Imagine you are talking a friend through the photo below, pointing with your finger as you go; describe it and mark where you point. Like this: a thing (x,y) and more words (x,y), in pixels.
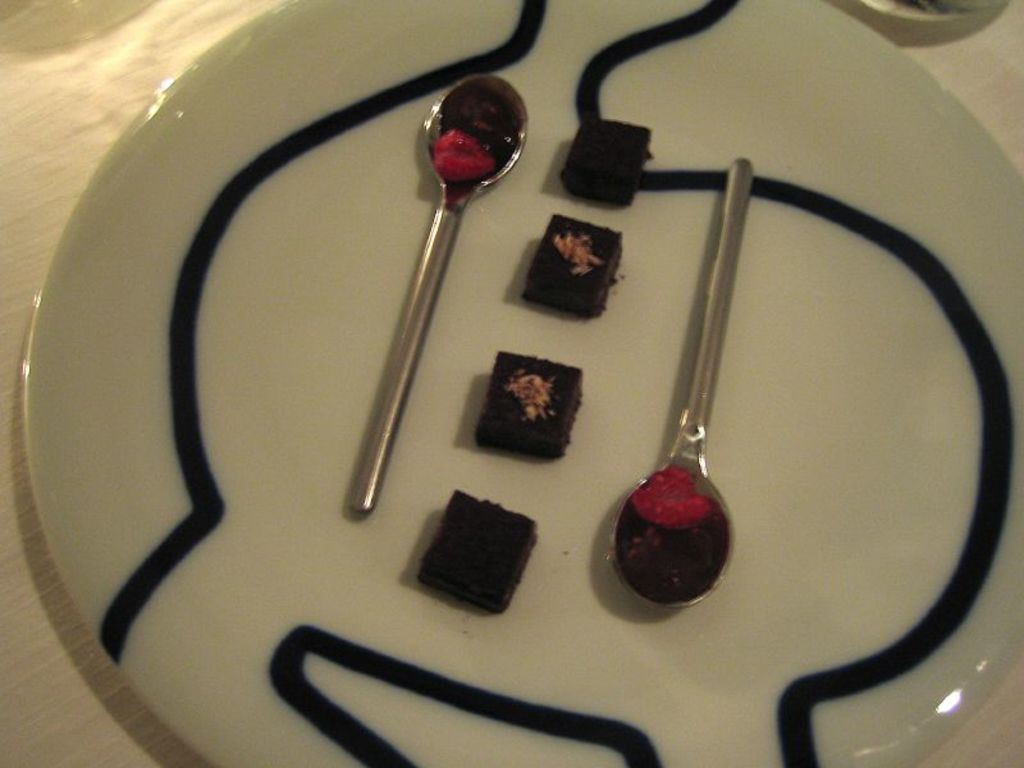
In the foreground (970,193) I can see a plate (143,456) on which there are two spoons (391,407) and four pieces of cakes (630,126) which are kept on the table (11,43). This image is taken in a room (447,731).
